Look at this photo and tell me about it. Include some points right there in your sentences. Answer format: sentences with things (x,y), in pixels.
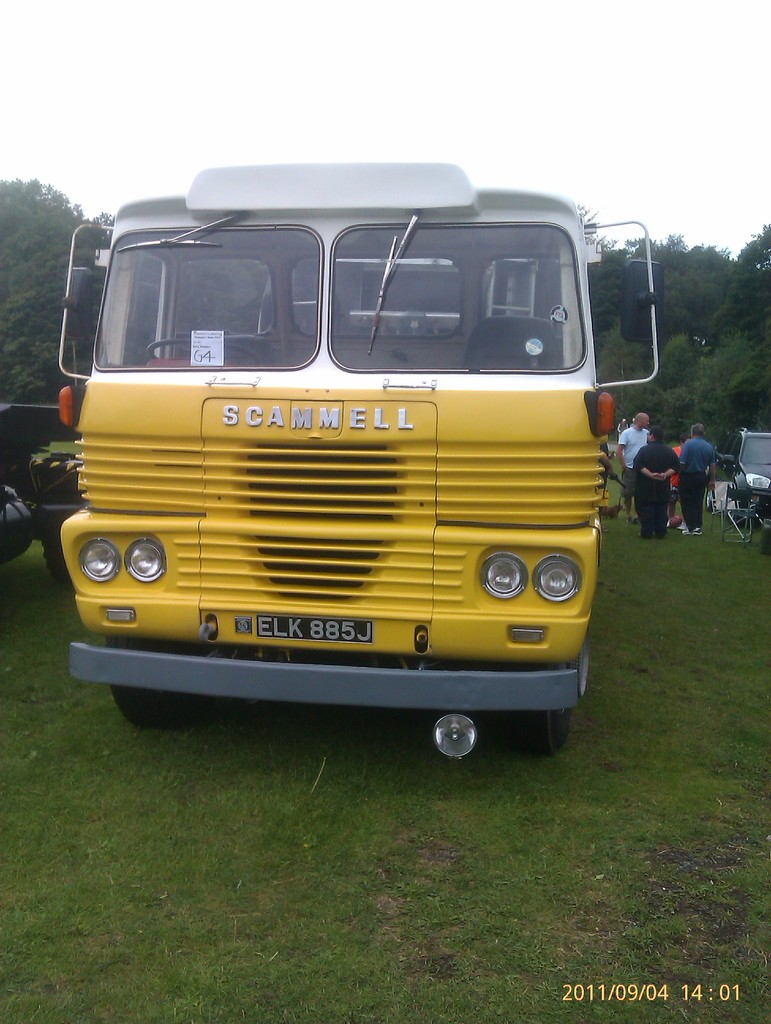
In this image we can see a truck (419,572) in the ground (19,796), some people (653,466) standing beside the truck (561,579) and car (734,468) on the right side of the image (757,489) and in the background (730,413) there are trees (45,223) and a sky (549,173).
